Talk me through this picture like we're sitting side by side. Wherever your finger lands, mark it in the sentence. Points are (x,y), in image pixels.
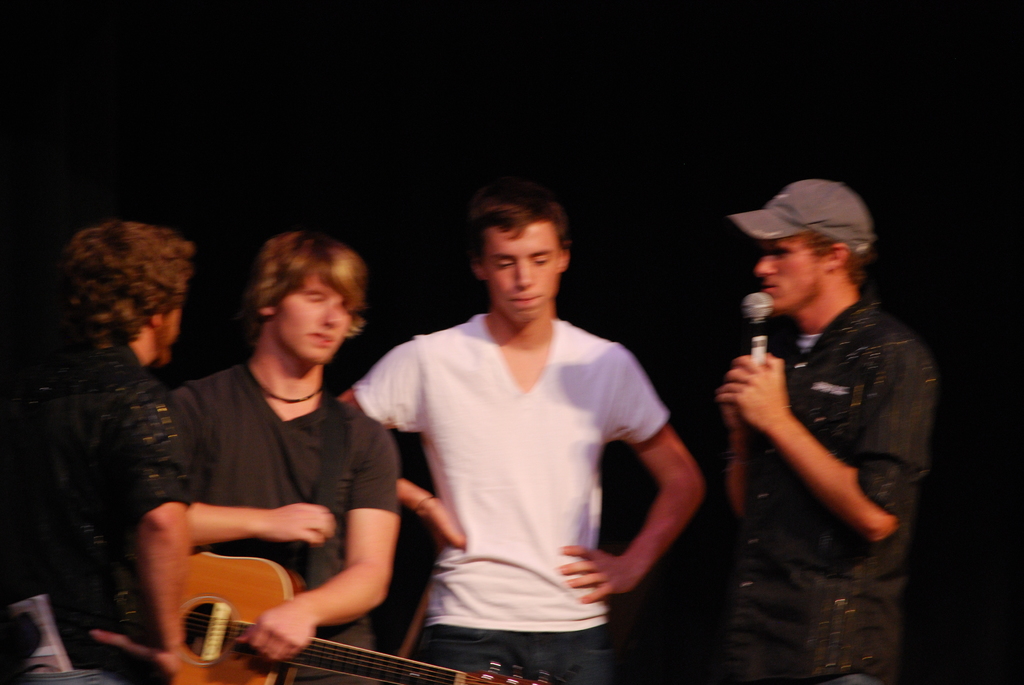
There are four people (555,374) in the image who are talking with each other. There is a man (876,387) to the right side (880,431) who is holding a mic (765,349) and the man (266,337) to the left side (296,617) is holding a guitar (250,609).
